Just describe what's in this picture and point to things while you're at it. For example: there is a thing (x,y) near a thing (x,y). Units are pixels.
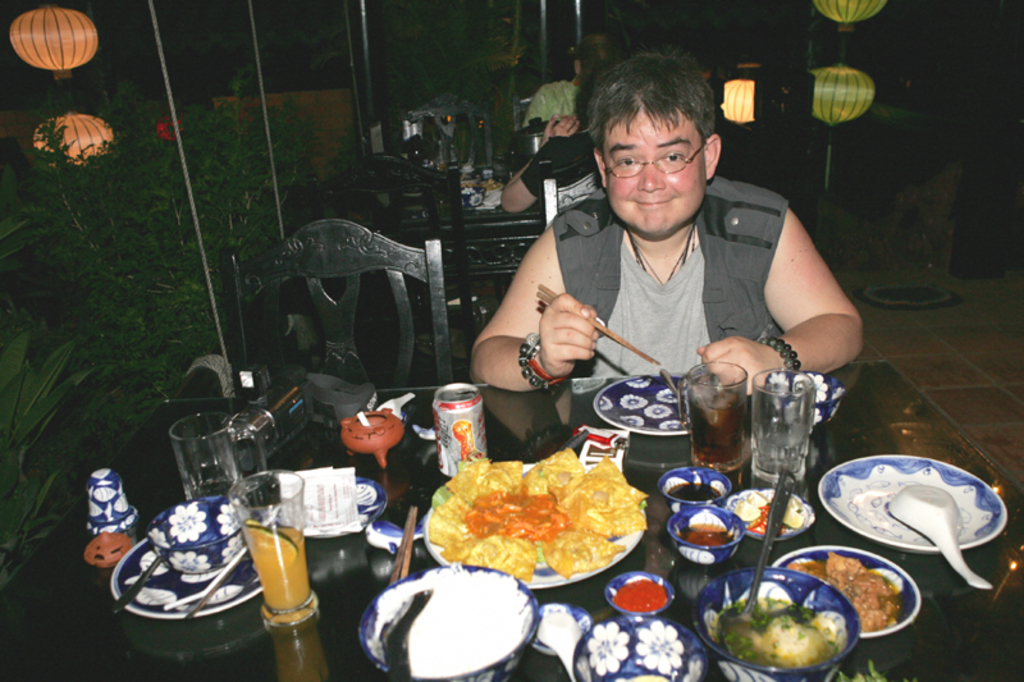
In this image we can see people (582,339) sitting on the chairs (459,271) and tables (385,575) are placed in front of them. On the tables (630,479) we can see crockery (294,513), cutlery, serving plate (442,559) with food (612,557) in it, serving bowls (757,596) with food (762,612) in them, chopsticks (659,367) and decors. In the background (196,231) we can see electric lights (60,70), floor (890,312), doormat (888,297) and plants (158,257).
